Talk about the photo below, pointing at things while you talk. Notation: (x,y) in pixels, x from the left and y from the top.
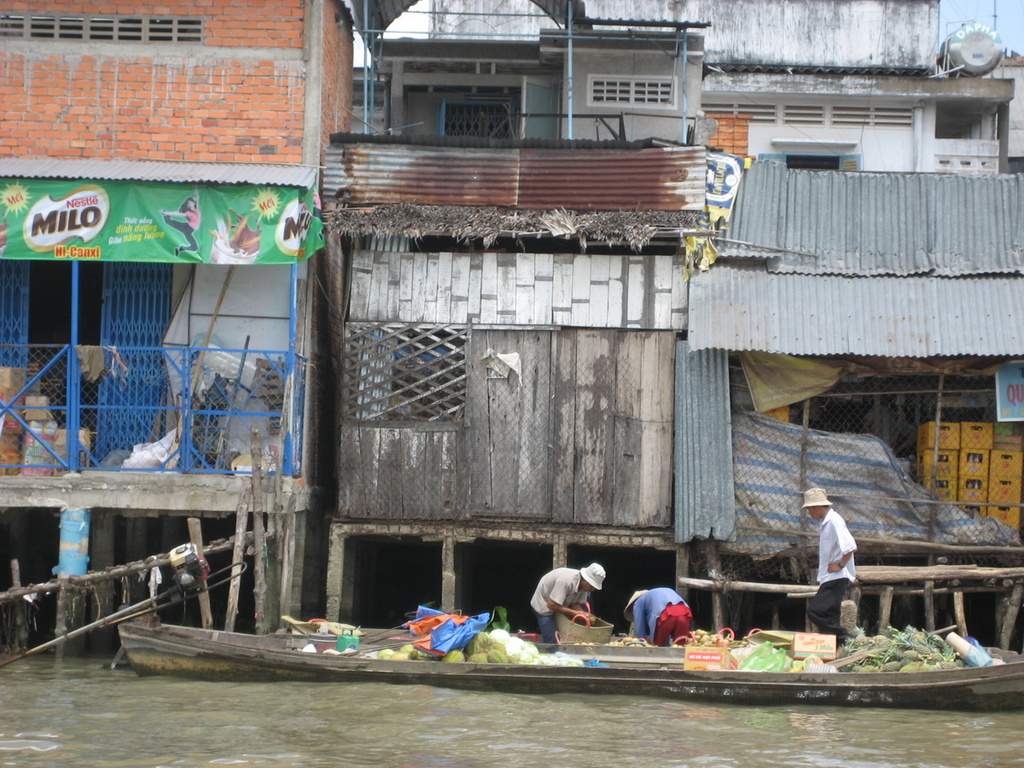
In this picture we can see boxes (800,636) and objects (945,654) in a boat (824,683) on the water (675,732). There are people (592,585) and we can see mesh (942,521), houses (164,480), railing (257,416), banner (212,195), board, container boxes (956,453) and objects (160,445). In the background of the image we can see the sky (1014,28).
